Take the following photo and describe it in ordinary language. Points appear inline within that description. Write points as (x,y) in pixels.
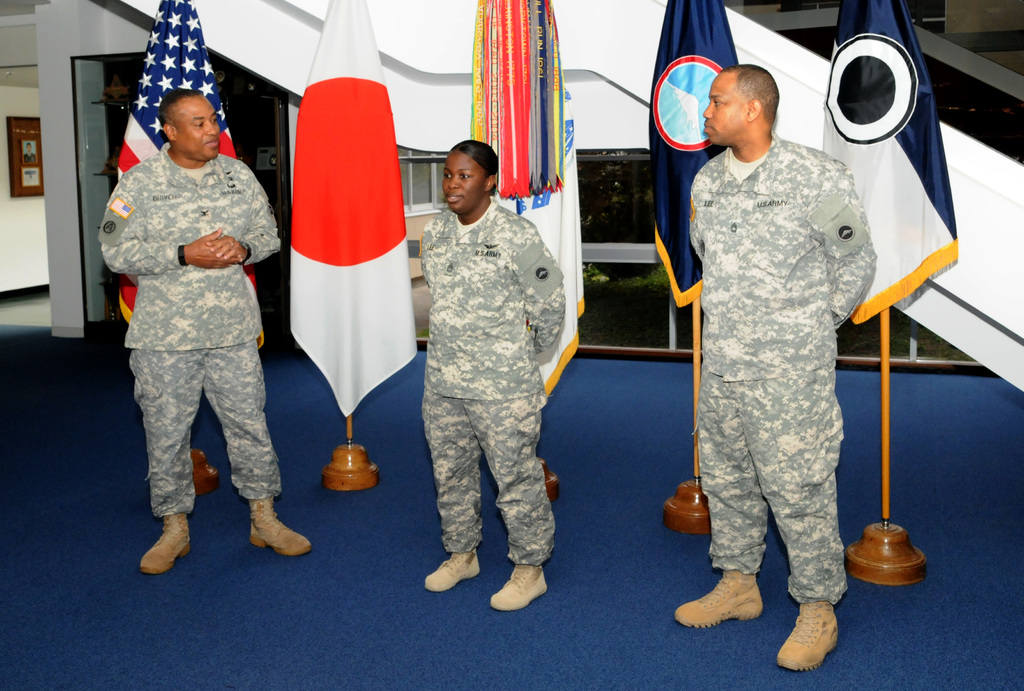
In this image in the foreground (127,194) we can see three people (465,472) standing and at the back (549,101) we can see some flag (571,167).
